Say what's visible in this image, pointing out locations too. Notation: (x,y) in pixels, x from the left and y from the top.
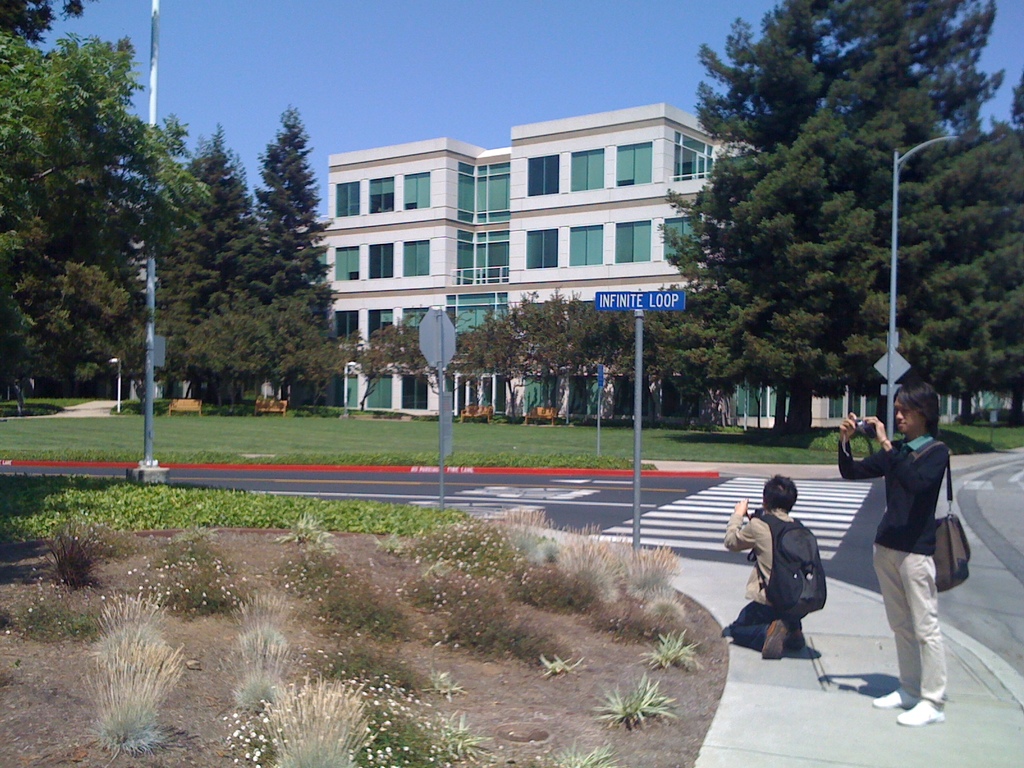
There are two people (763,603) carrying bags (768,521) and he is holding camera (862,433). We can see boards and lights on poles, road (479,482) and grass (112,489). In the background (22,360) we can see trees (803,294), building (413,306) and sky (406,67) in blue color.
